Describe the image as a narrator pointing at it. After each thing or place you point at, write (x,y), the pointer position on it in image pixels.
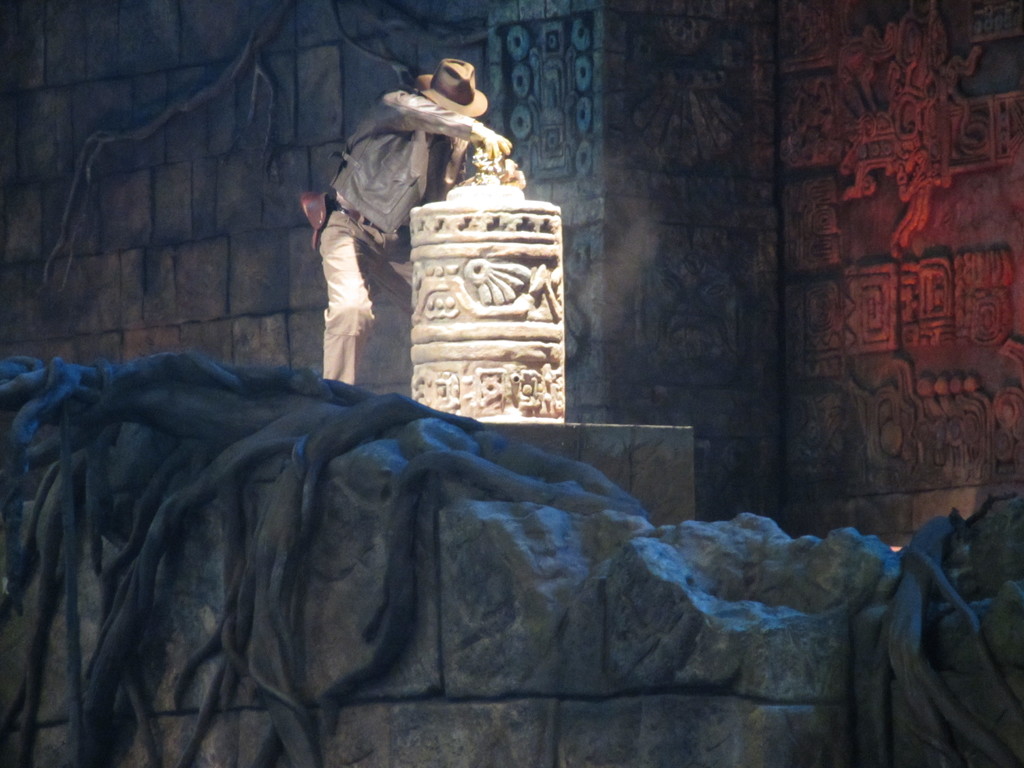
In this image we can see a person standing and also we can see an object (545,222), which looks like a sculpture (545,222), in the background (227,88) we can see the wall (924,488).
